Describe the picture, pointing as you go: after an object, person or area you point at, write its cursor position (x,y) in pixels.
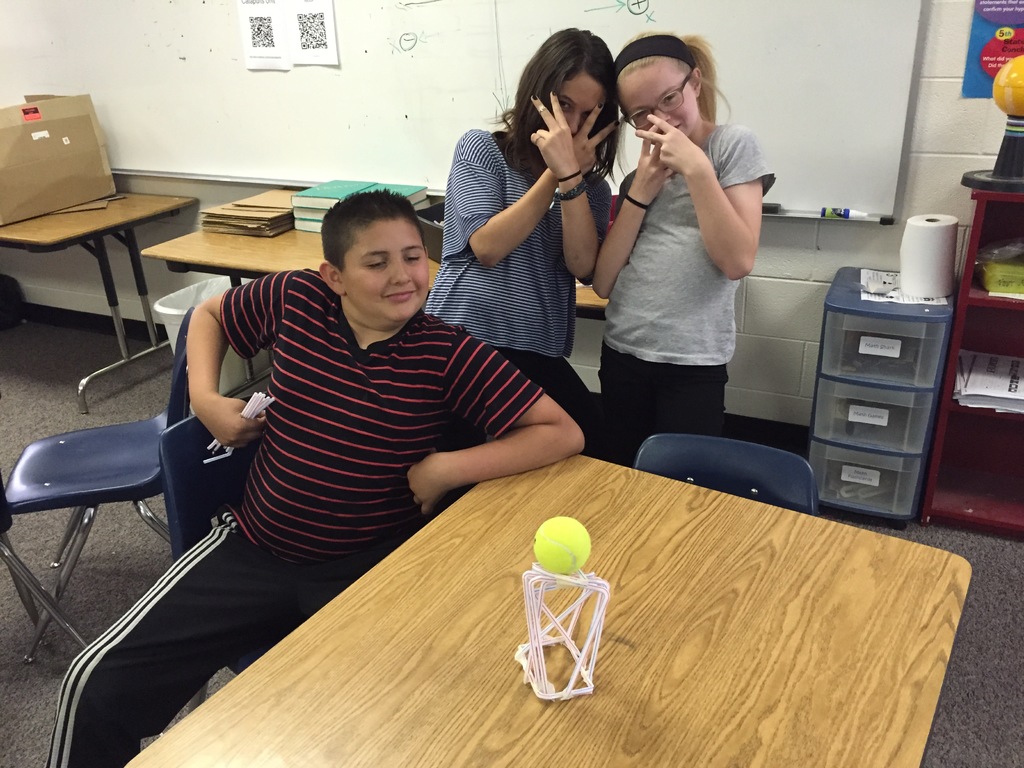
This is the picture inside the room (802,239). There are three people (574,308) in the image, one is sitting and two are standing behind the chairs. At the left (40,147) there is a box (75,136) on the table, at the right (994,369) there are papers (976,362) on the shelf (947,399), at the back (828,219) there is a board (828,74). There are books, ball (562,533) on the table (748,563).
